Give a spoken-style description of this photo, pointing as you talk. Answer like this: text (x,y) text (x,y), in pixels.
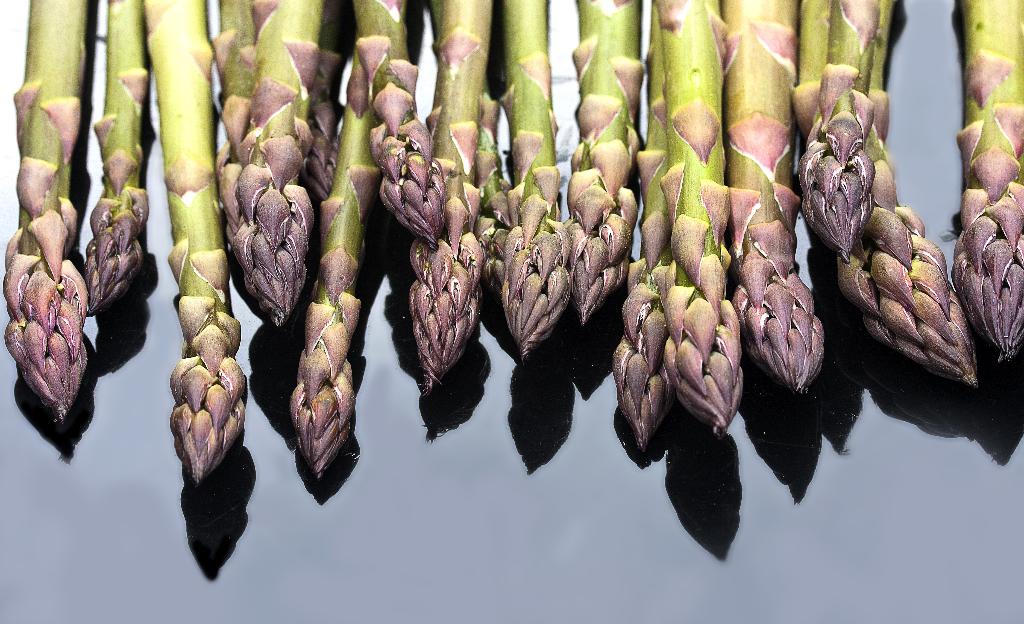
In this picture we can see many buds (334,387) on this green stick (683,77). At the bottom (687,534) we can see the water (675,565).
